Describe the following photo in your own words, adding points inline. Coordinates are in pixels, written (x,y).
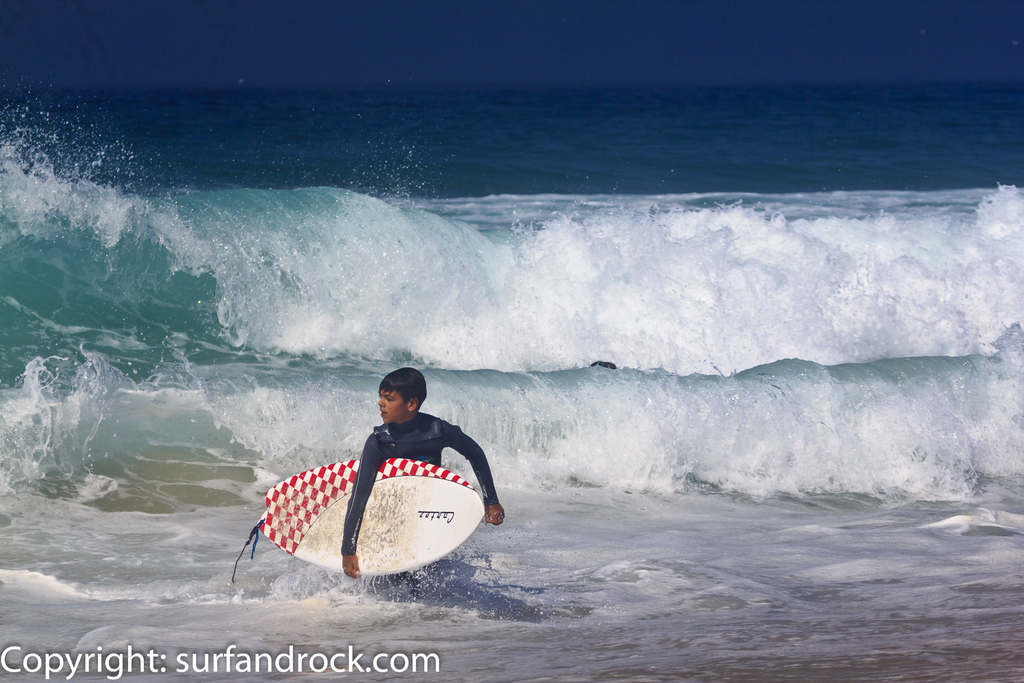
An ocean (342,239) with waves (462,342). This boy (404,404) is standing in a water (306,563) with surfboard (322,491).
